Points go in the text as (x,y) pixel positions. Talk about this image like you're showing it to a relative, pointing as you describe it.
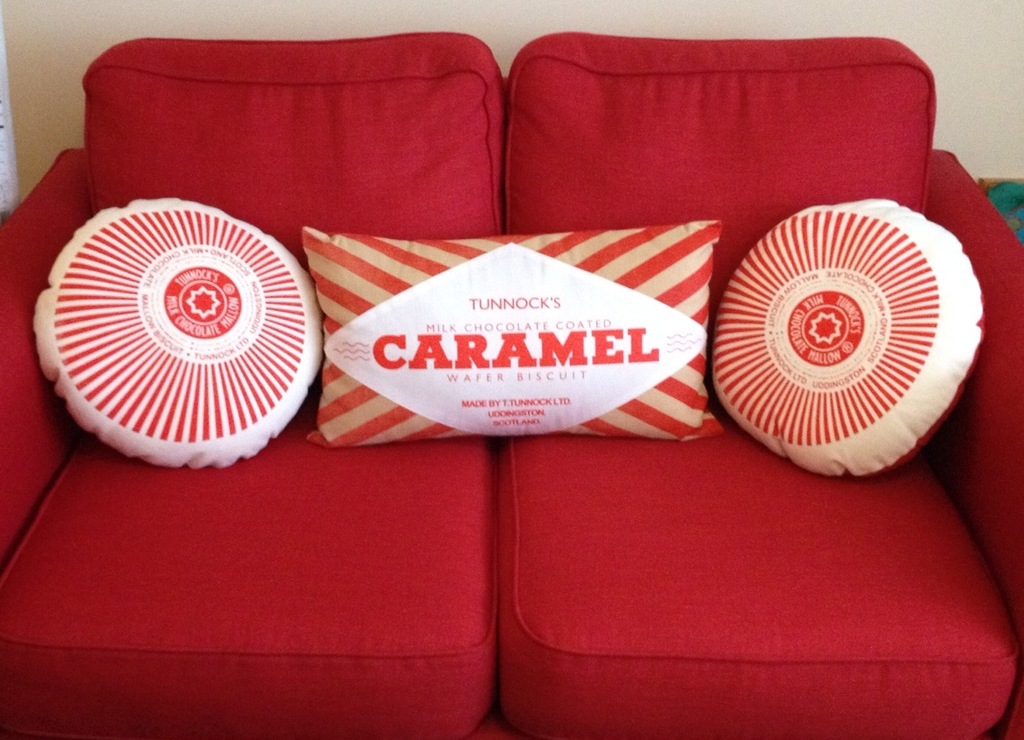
In the image there is red color sofa (942,591) with three pillows (676,352) on it and behind it there is wall (282,23).
